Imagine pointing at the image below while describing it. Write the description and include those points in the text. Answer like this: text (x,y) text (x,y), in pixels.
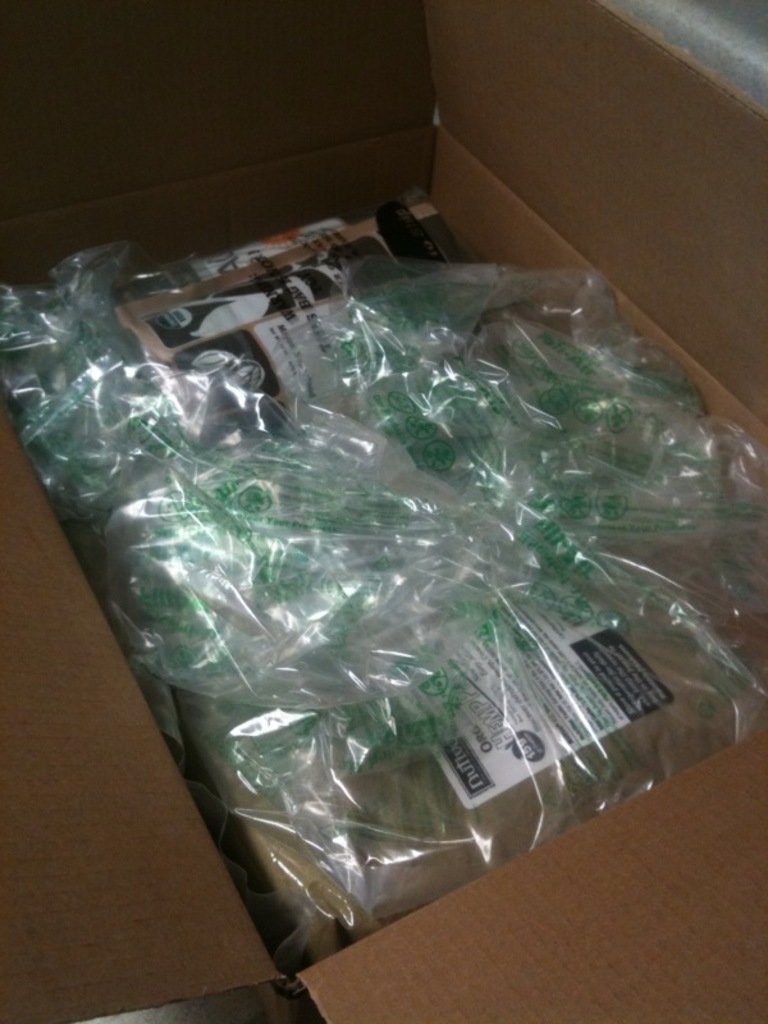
In this picture I can see few boxes (554,752) and a polythene cover (469,698) in the carton box (87,956).
